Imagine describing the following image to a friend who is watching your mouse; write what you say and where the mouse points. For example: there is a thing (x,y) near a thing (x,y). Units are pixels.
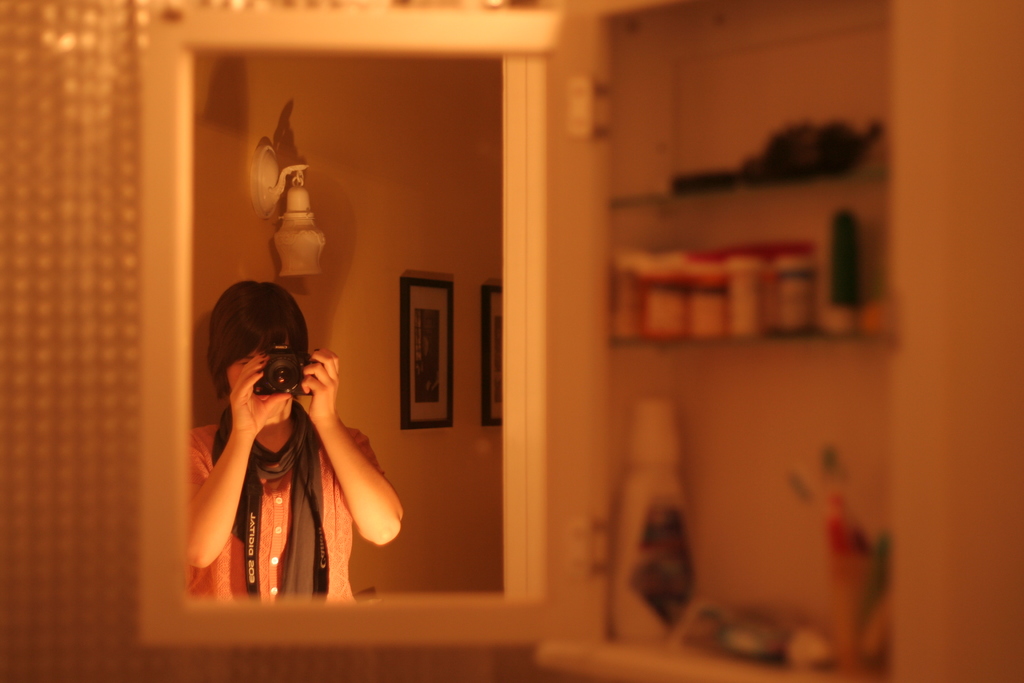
In the picture I can see a mirror (465,519) on the left side (266,264). I can see the reflection (233,302) of a person (219,312) holding the camera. There are photo frames (438,339) on the wall (456,318). I can see a few objects (670,316) on the shelves (788,189) on the right side (766,166).
